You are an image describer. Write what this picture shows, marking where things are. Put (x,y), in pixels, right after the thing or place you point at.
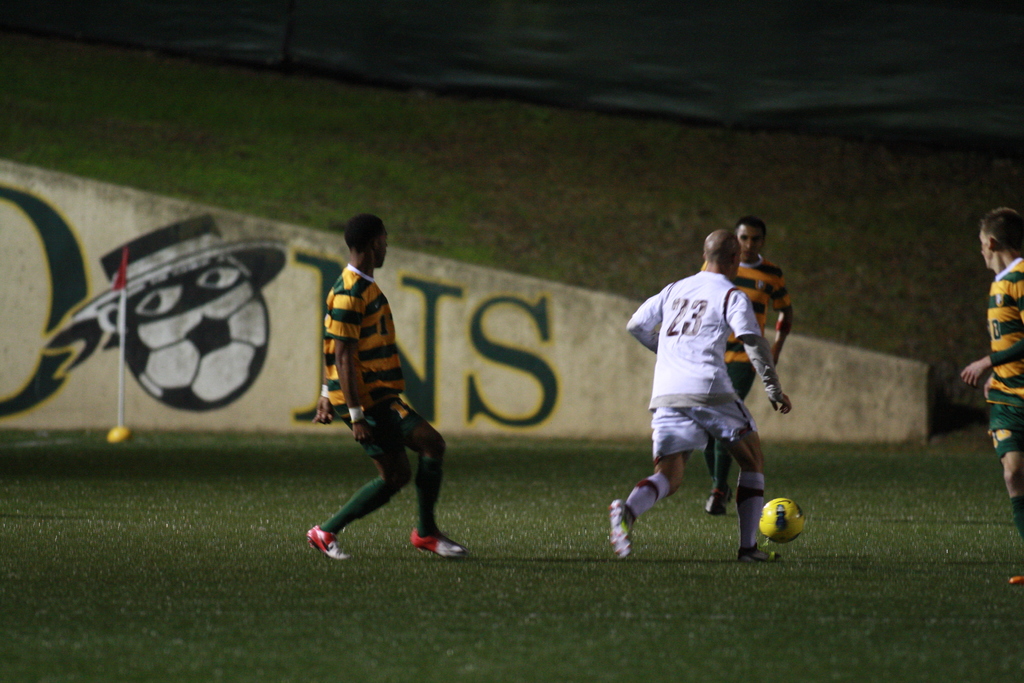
In this picture, we can see a few people (620,536) playing football, we can see the ground (349,534) with grass (966,543) and some objects (122,271) on it like a ball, pole (122,271), and we can see the wall (428,338) with some art (161,353), in the background (925,115) we can see a cloth (932,127).
